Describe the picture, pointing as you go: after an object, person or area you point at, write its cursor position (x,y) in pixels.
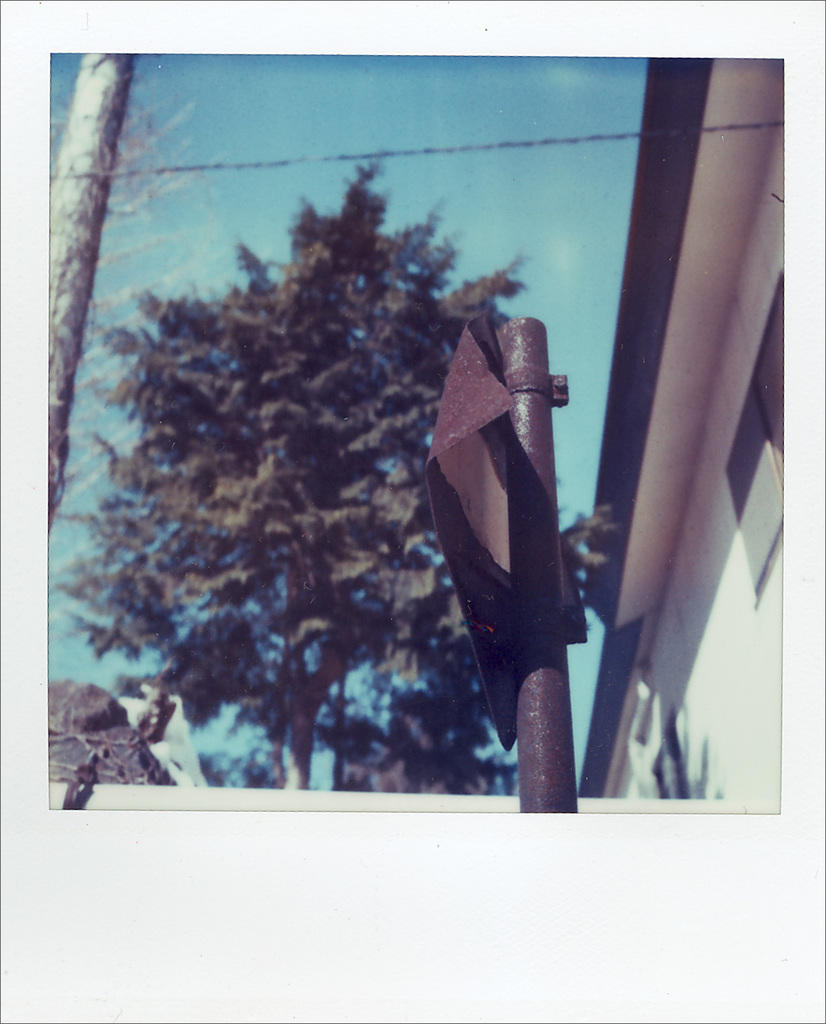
In this image I can see a pole (559,565), background (674,580) I can see trees (232,528) in green color, a building (648,552) in cream color and the sky (440,125) is in blue color.
